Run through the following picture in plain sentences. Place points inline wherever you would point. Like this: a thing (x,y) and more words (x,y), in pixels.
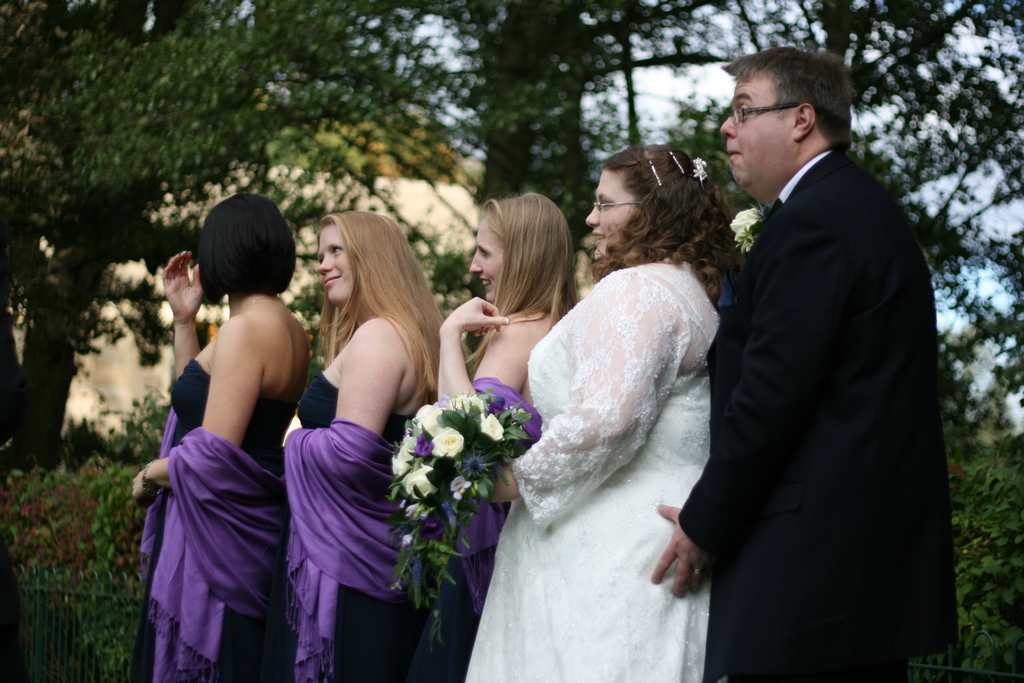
In this picture there are people (840,331) standing. In the center of the picture (481,400) a woman (520,501) is holding a bouquet (466,431). In the background (439,211) there are trees (161,268), plants (91,462) and a building (456,204).
